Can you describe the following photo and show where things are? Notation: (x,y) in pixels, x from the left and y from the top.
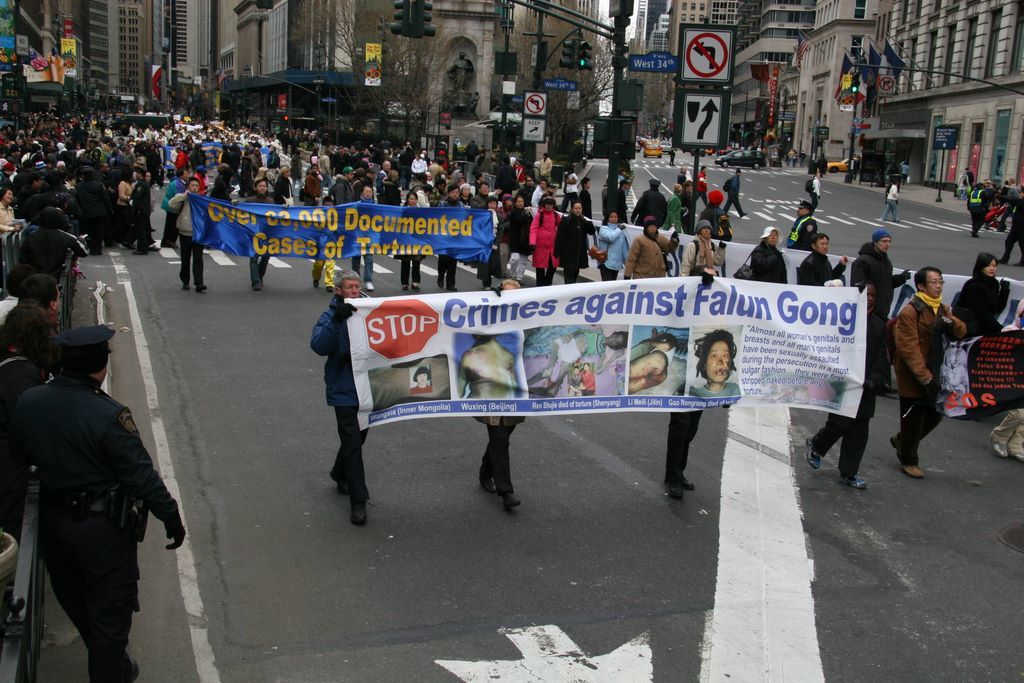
In this image there are people (230,186) marching on the roads (268,301) by holding banners (266,239) in their hands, in the background of the image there are lamp posts (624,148), traffic lights (623,123), sign boards (713,114) and buildings (847,127).
